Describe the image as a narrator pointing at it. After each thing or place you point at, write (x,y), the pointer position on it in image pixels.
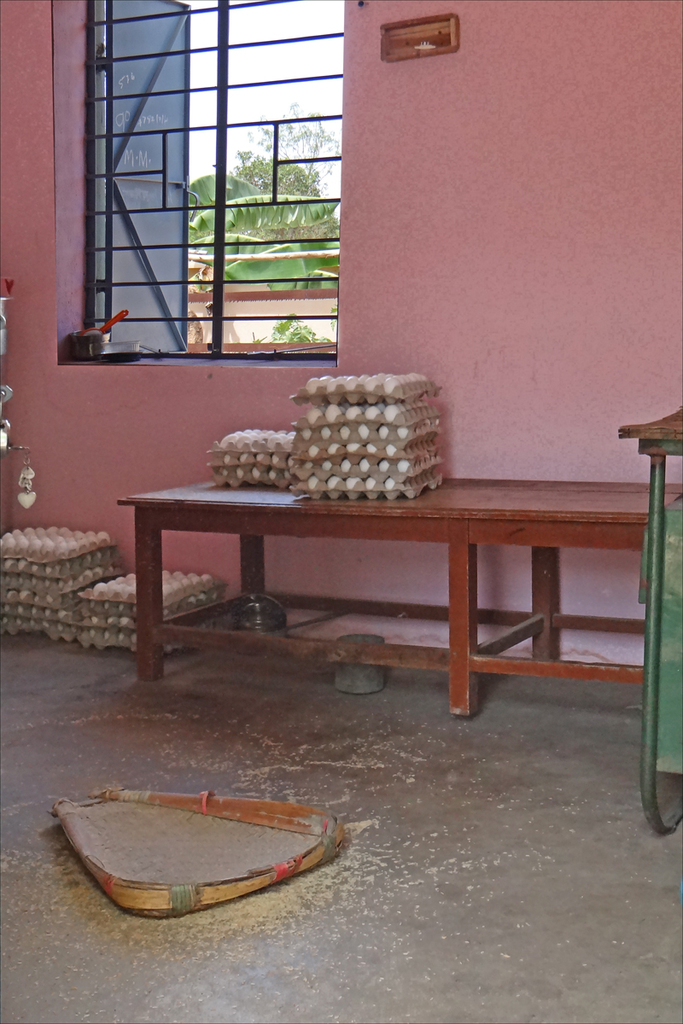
In the center of the image (304,447) there are eggs (290,447) in a tray (372,431) placed on the table (496,500). On the left side of the image (197,600) we can see eggs (53,583) in a tray (67,591). On the right side (682,538) we can see table (649,780). In the background (585,184) there is a window (218,237), wall (450,264) and trees (247,240).
